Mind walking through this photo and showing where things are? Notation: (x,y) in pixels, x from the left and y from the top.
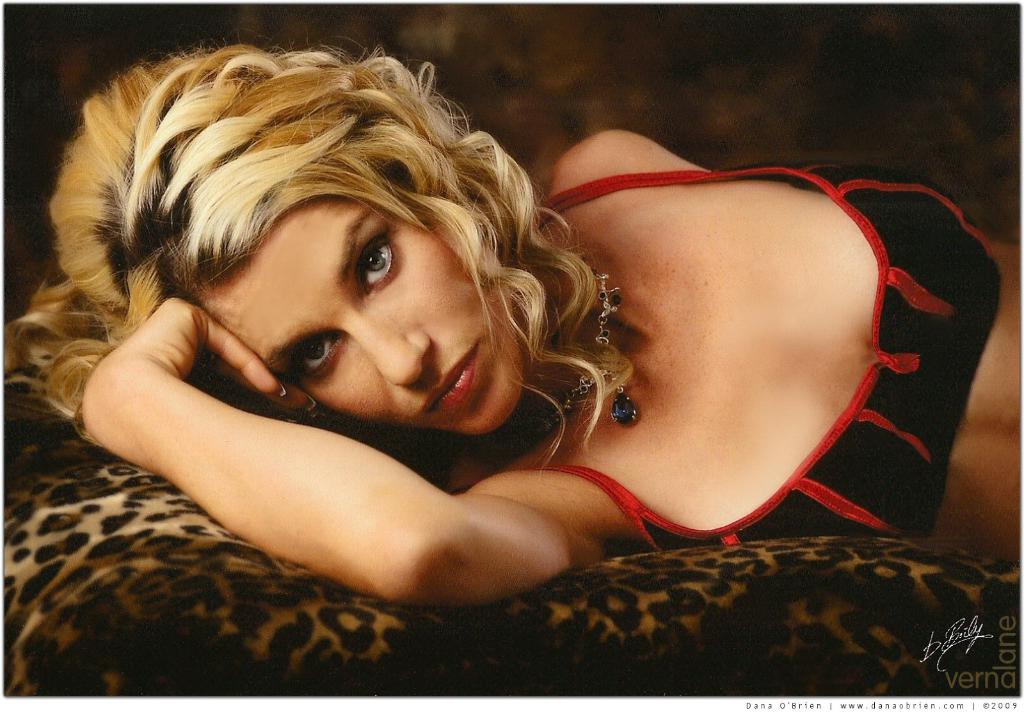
As we can see in the image, there is a woman (700,314) lying on bed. She is wearing black and red color blouse (874,421) and a necklace (599,347) to her neck (619,338).
